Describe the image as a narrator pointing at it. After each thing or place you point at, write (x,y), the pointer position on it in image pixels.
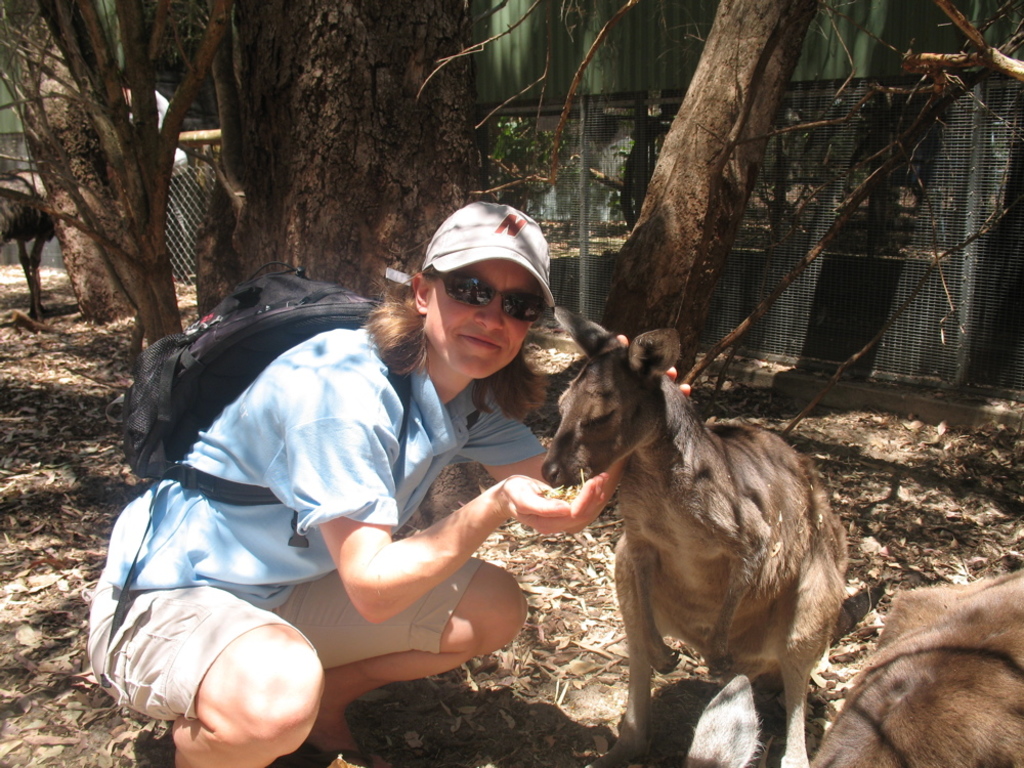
This image is taken outdoors. In the background (346,145) there are a few trees (271,156) and there is a mesh (636,193). At the bottom of the image (84,729) there is a ground (89,728) with many dry leaves (63,461). On the right side of the image (766,549) there are two animals (713,528). In the middle of the image (394,402) a woman (354,487) is in a squatting position and she has worn a backpack (224,384) and a cap (462,266).
